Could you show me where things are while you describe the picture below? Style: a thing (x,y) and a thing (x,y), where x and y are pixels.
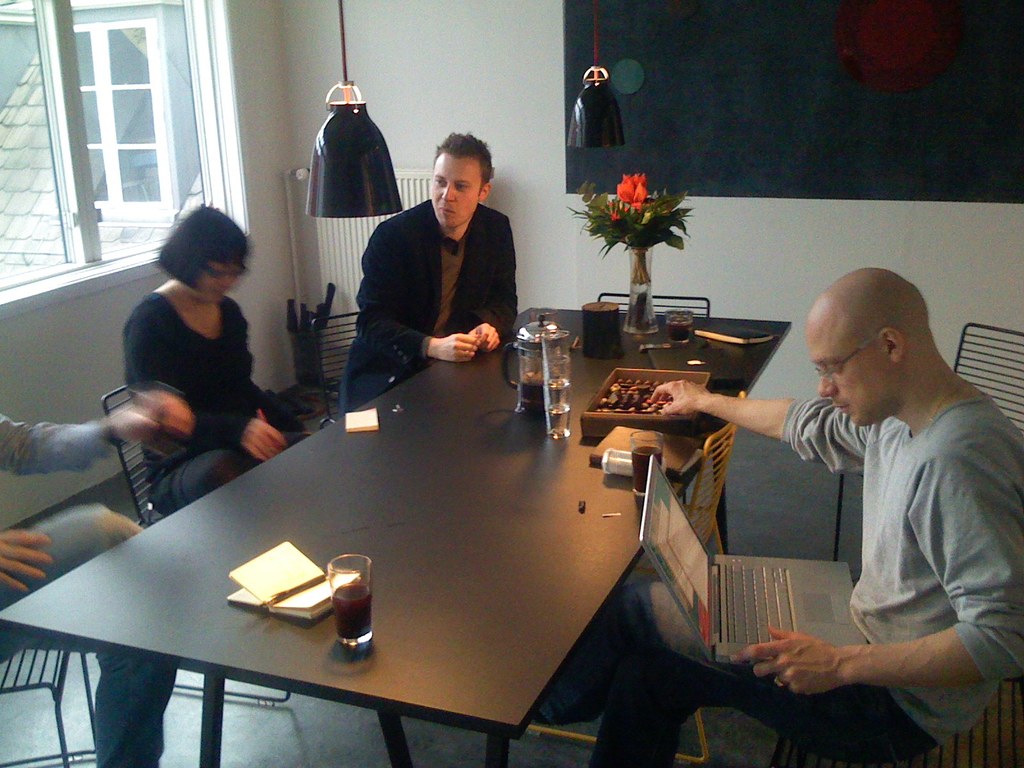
there are three men (153,416) and one woman (227,453) sitting on a chair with table (420,475) in front of them.
